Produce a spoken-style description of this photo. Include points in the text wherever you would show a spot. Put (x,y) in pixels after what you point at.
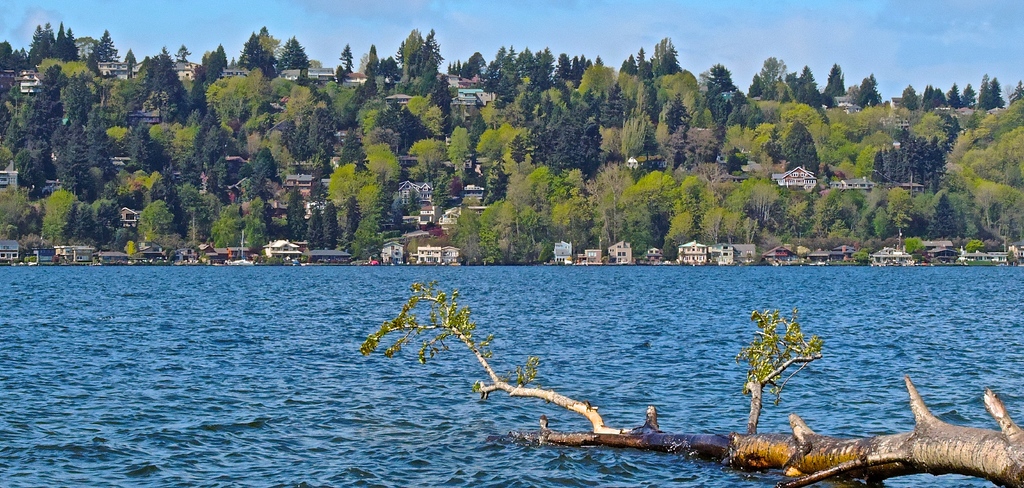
In this picture we can see a branch (740,453) in the water (572,423) and behind the branch (632,430) there are houses (298,178), trees (401,171) and a sky (867,45).
